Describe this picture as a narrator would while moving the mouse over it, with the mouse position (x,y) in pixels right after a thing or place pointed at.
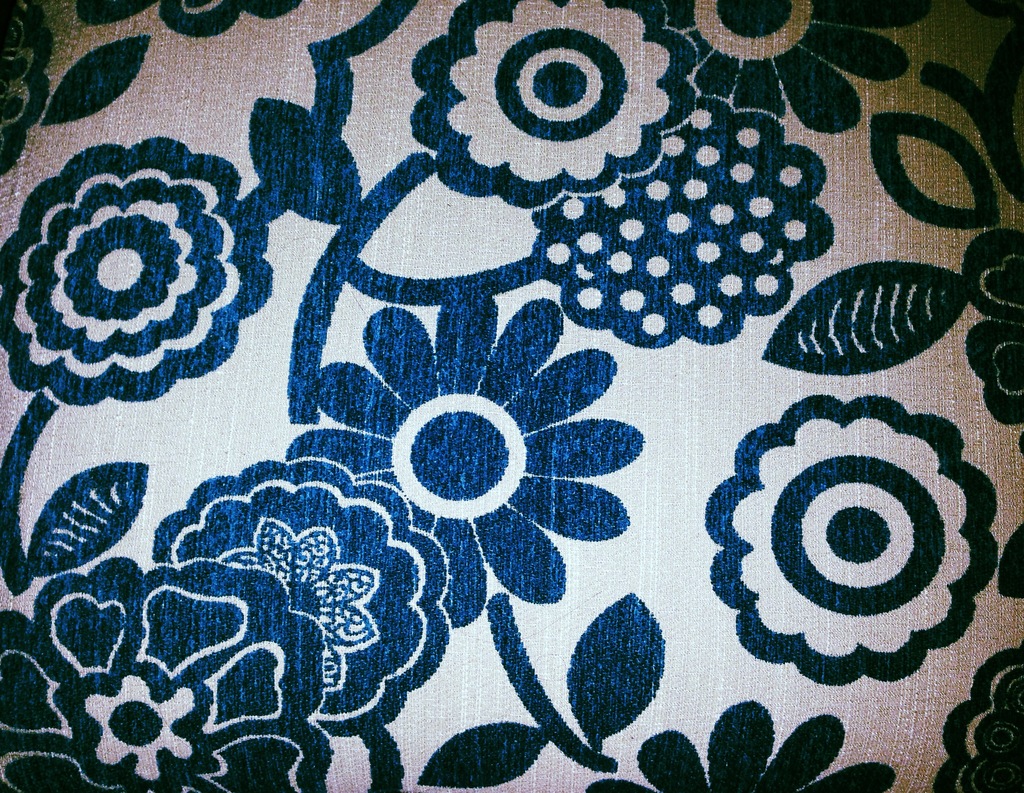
In this picture we can see a design (546,281) on the cloth (493,342).
